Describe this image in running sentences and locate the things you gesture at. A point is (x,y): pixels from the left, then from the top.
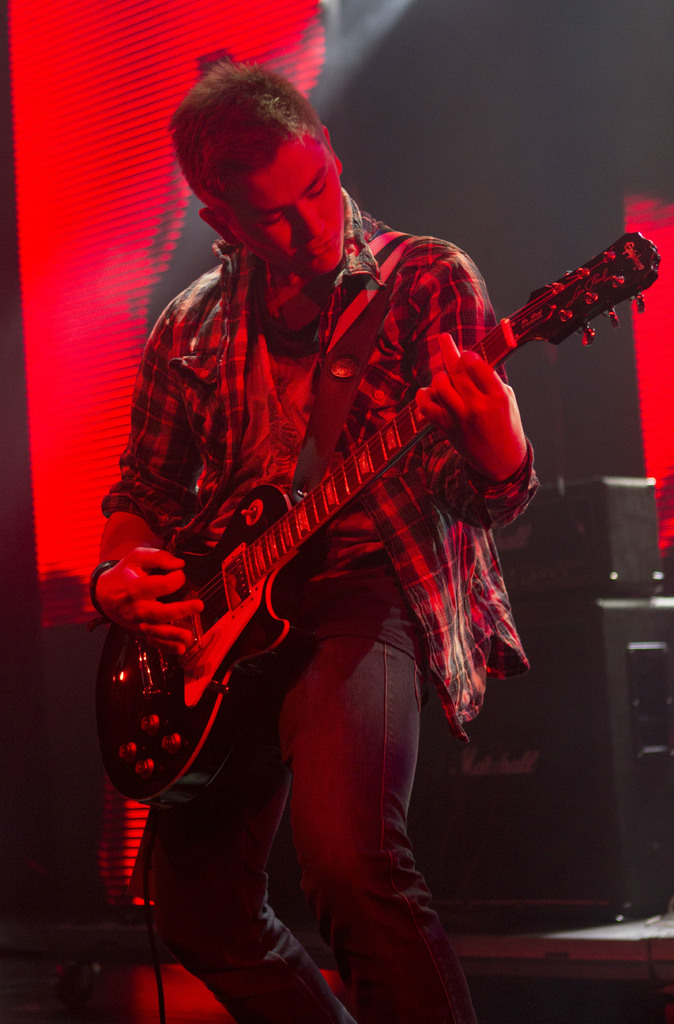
In this picture we can see a person (412,676) standing and playing a guitar (188,568), in the background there is a screen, we can see speaker (610,759) on the right side (630,767).
